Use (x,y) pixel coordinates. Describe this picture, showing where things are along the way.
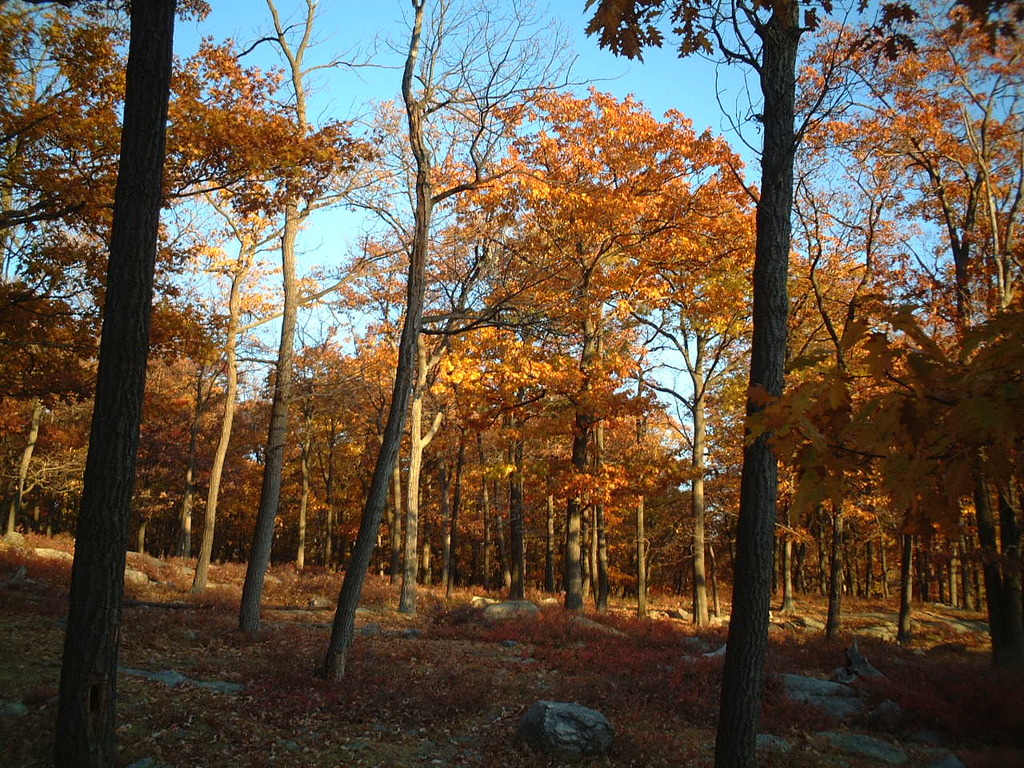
These are the trees (447,351) with branches (683,355) and leaves (928,57). I can see the rocks (811,678). I think this is the grass (224,591).
